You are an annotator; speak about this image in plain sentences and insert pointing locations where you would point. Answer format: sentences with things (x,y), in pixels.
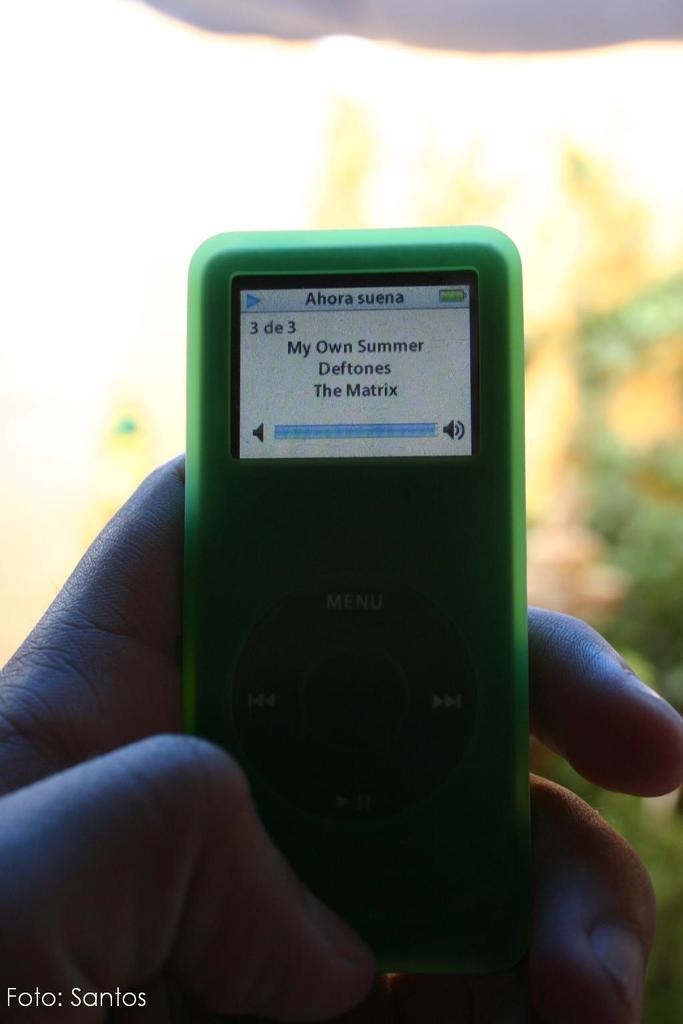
This is the person's hand (177,836) holding an iPod (240,479). This iPod (344,523) is green in color. I can see the buttons (343,624) and the display (339,433). This is the watermark (97,999) on the image.
